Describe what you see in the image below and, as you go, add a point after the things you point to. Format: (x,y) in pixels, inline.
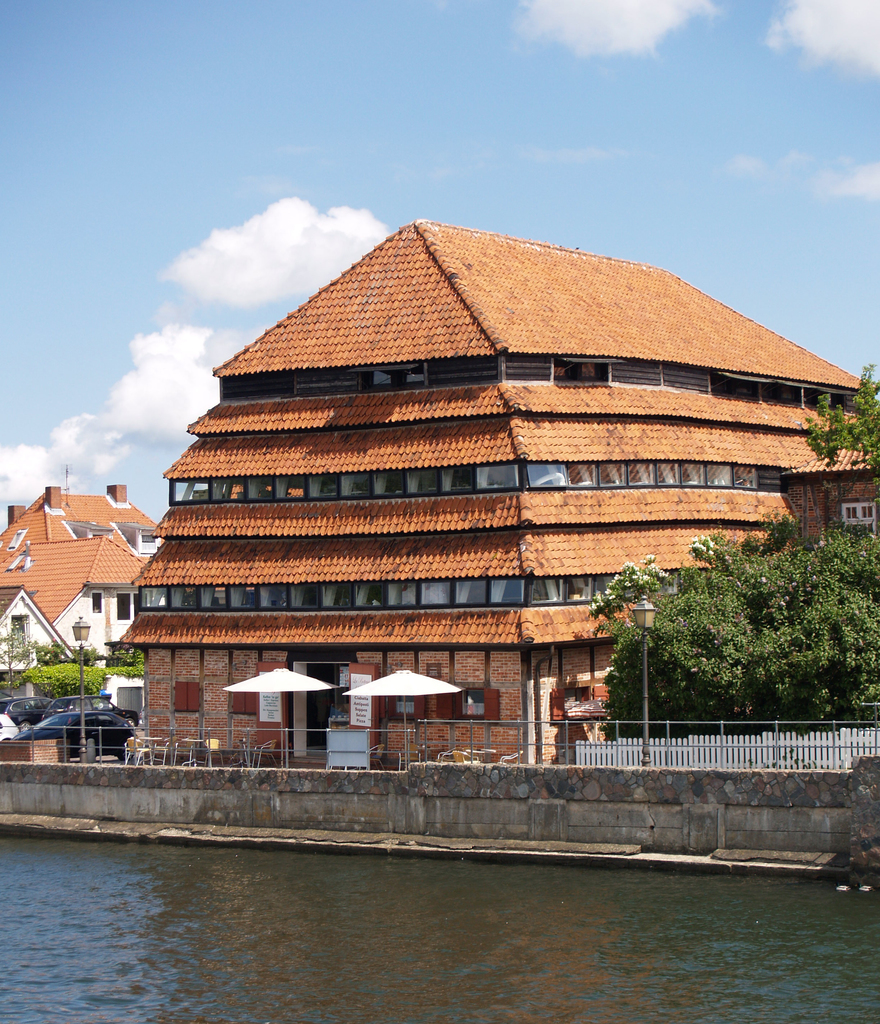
This picture is clicked outside. In the foreground (245,907) we can see a water body (214,861) and we can see the tables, chairs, umbrellas (455,691), white color fence (658,759), trees (755,579), flowers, houses (130,570), lamp-posts (80,641), vehicles (110,715) and some other objects (64,744). In the background (873,160) there is a sky (468,219).
